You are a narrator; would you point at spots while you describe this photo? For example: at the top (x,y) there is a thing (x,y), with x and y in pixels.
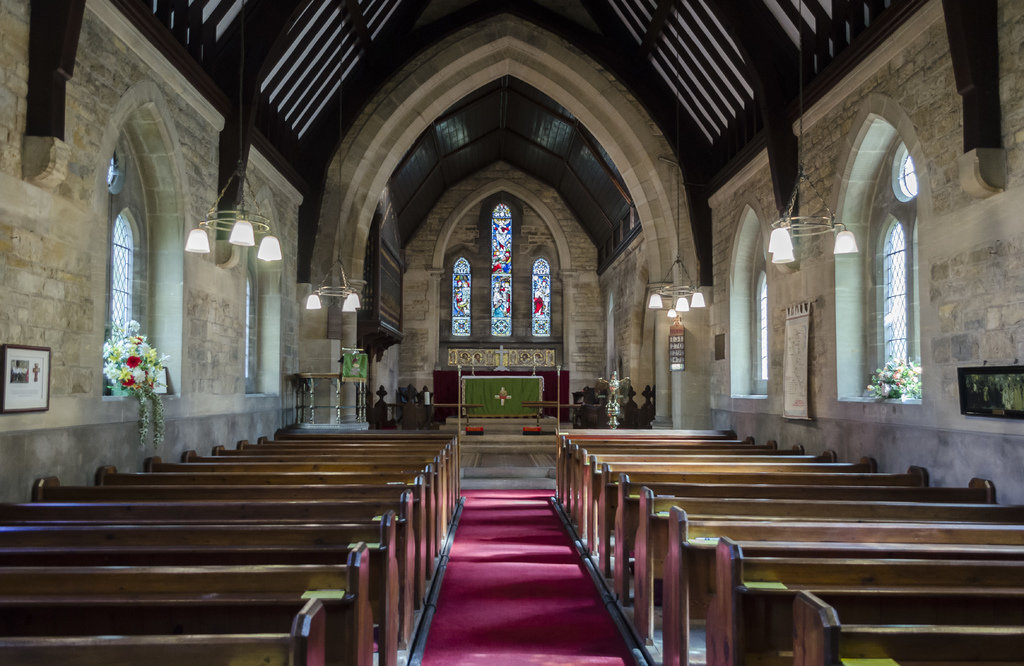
This image is an inside view of a church (506,359). Here I can see flowers (162,368), lights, benches (625,458) and wall (954,341) which has some objects (22,391) attached to it.
